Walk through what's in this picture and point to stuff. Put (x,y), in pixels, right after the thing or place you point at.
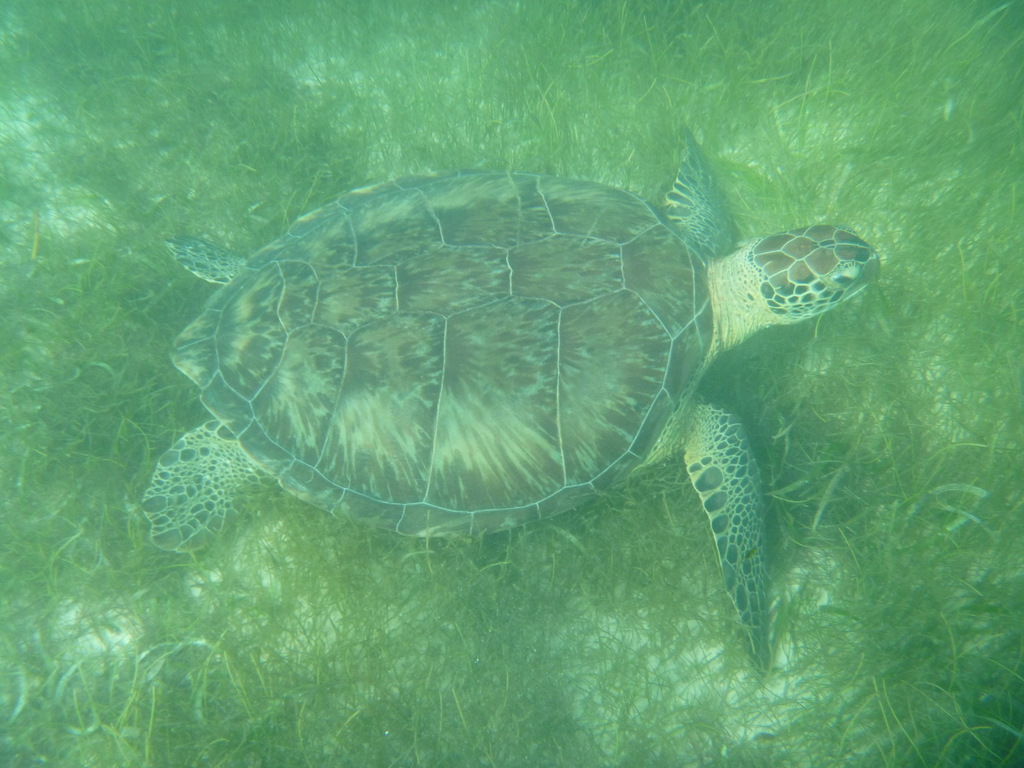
In this picture we can see a sea turtle (484,521) and some grass (112,475) throughout the image.
